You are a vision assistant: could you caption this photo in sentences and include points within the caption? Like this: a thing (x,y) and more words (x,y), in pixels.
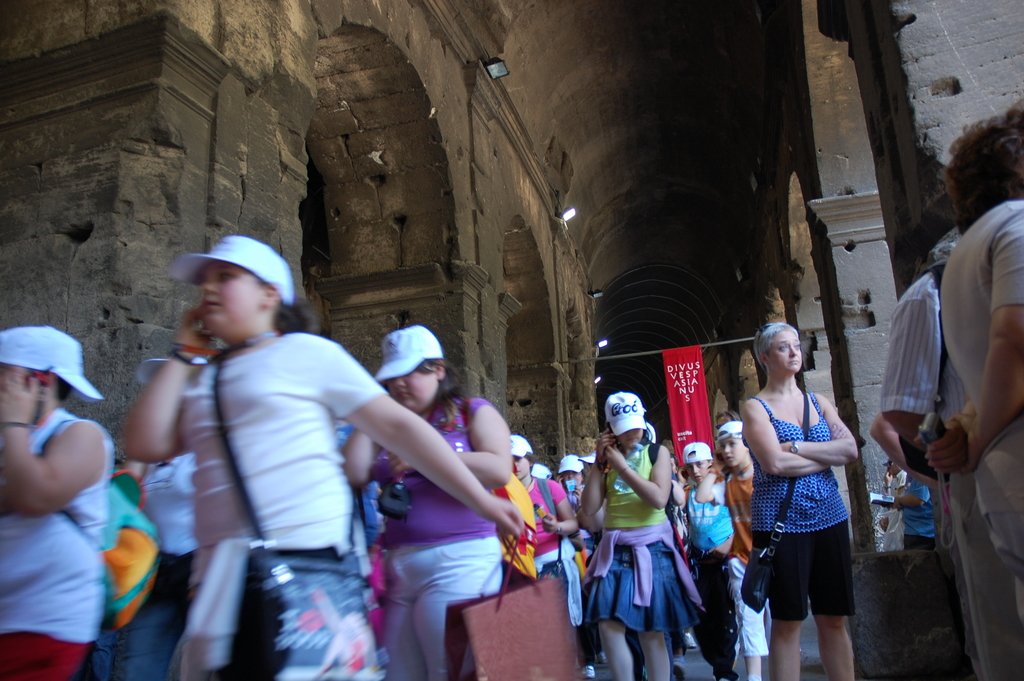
In this image, we can see a group of people (959,368). Few are holding some objects (336,641) and wearing caps (564,467). Background (112,275) we can see pillars (461,285), lights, rod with banner (710,429). Right side of the image (800,442), we can see a woman (787,472) is wearing a bag (755,584).
